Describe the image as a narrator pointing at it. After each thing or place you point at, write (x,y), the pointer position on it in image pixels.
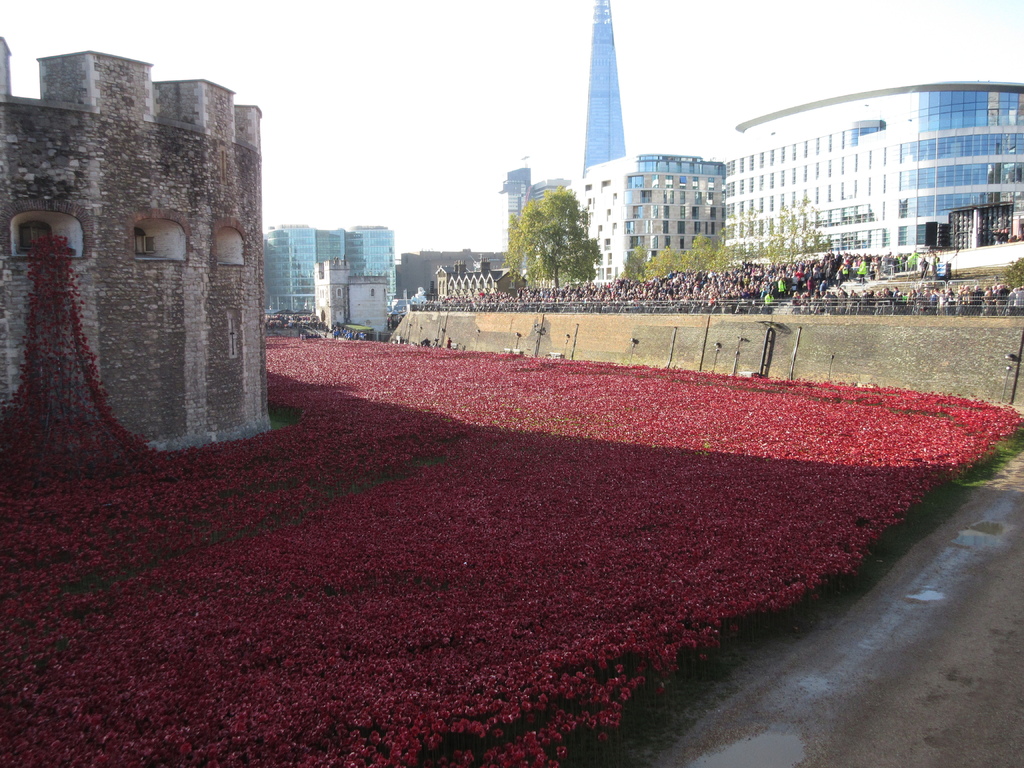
In this picture I see flowers (717,598) in front (397,434) and I see a building (160,200) on the left side of this image (131,217). In the background (470,300) I see number of people (574,290) and number of trees (531,237) and buildings (628,237).
